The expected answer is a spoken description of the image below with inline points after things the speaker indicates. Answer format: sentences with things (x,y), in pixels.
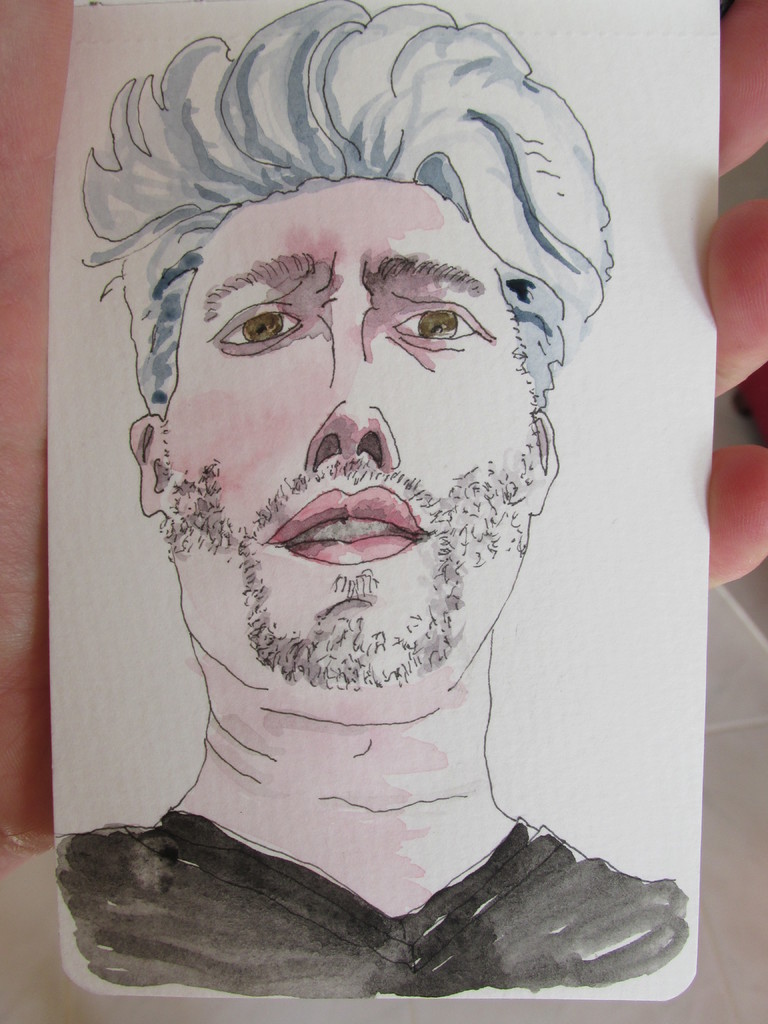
In this picture there is a sketch (429,436) in the image.
